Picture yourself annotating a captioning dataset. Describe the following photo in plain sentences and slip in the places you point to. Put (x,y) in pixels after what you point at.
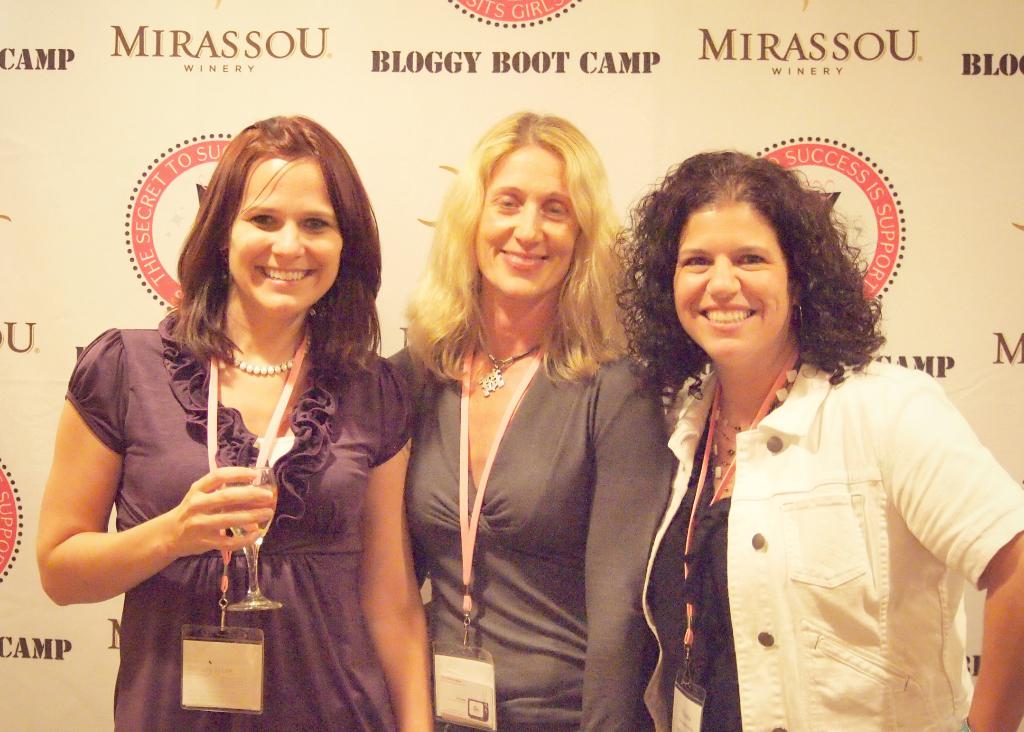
In this image I can see three women (650,547) wearing identity cards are standing and smiling. I can see a huge banner (392,99) behind them.
